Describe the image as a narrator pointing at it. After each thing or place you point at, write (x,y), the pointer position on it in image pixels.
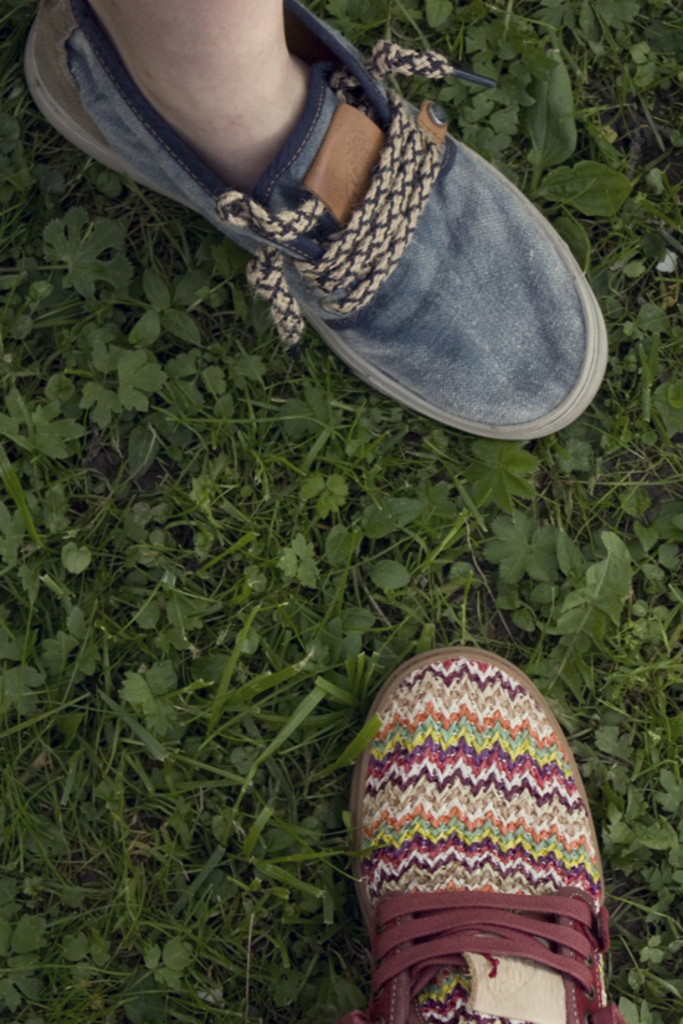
In this image we can see a person's foot (200,94) and a shoe (405,728) placed on the ground (649,570).
